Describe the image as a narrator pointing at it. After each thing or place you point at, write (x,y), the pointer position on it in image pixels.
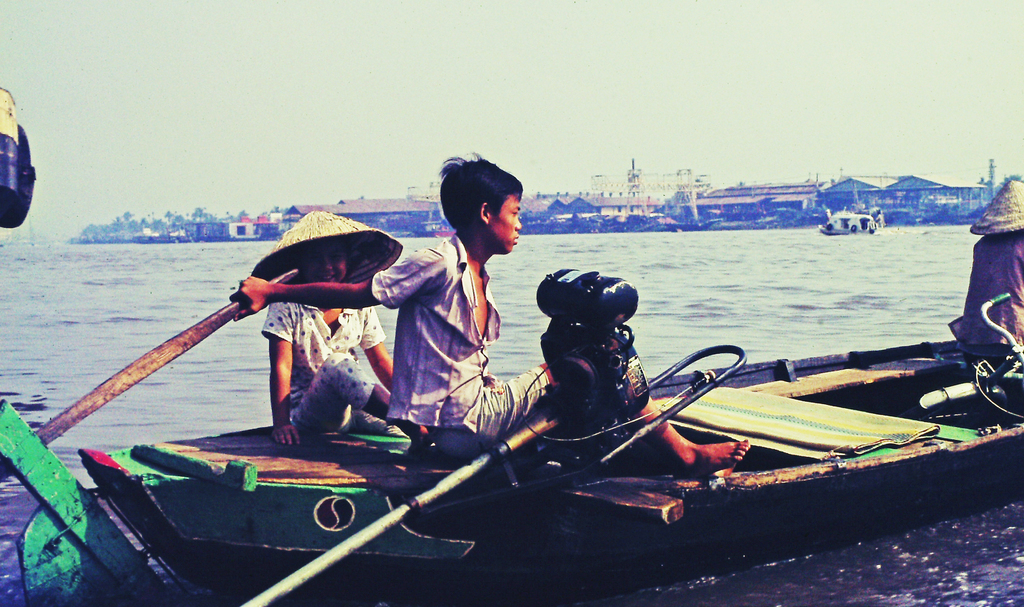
In this image I can see group of people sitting in the boat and the boat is on the water (921,600), background (308,190) I can see few houses (417,228) in white and brown color and the sky (407,150) is in white color.
